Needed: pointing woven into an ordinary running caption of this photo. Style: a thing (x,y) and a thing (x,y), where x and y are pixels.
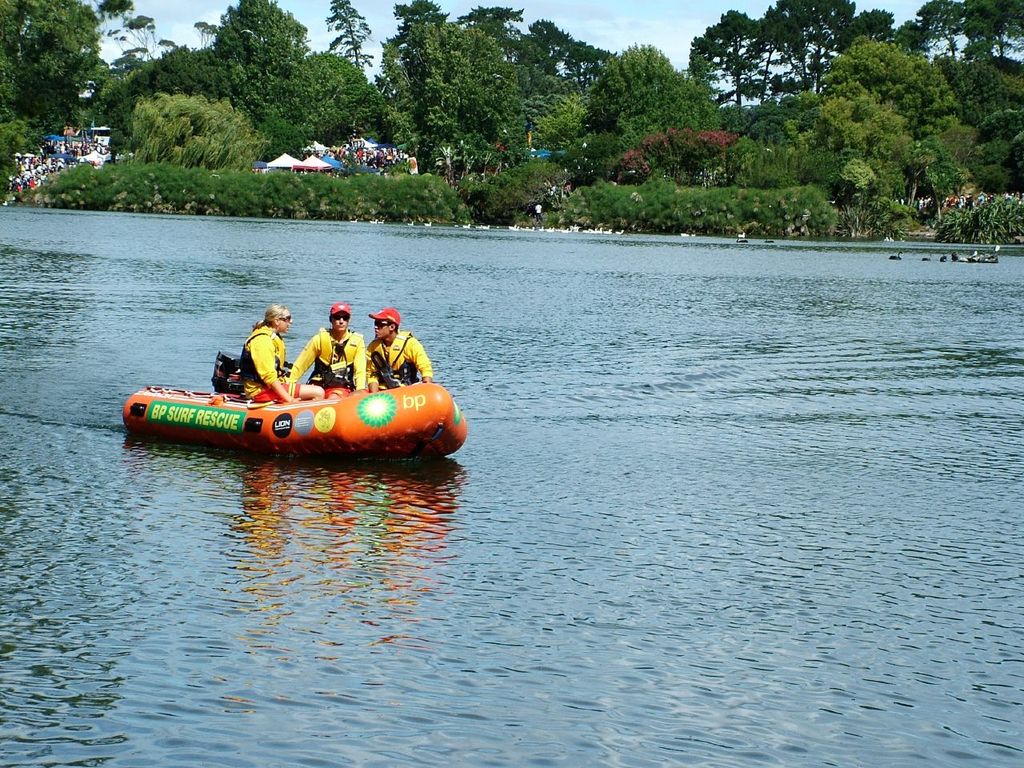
In this picture I can observe a boat (307,415) floating on the water (305,475). There are three members (305,364) sitting in the boat (235,386). Two of them are wearing red color caps (341,310) on their heads (391,333). In the background (191,194) there are plants (344,212) and trees (192,113) on the ground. I can observe a sky (620,42) with some clouds (594,12) in the background (602,28).
